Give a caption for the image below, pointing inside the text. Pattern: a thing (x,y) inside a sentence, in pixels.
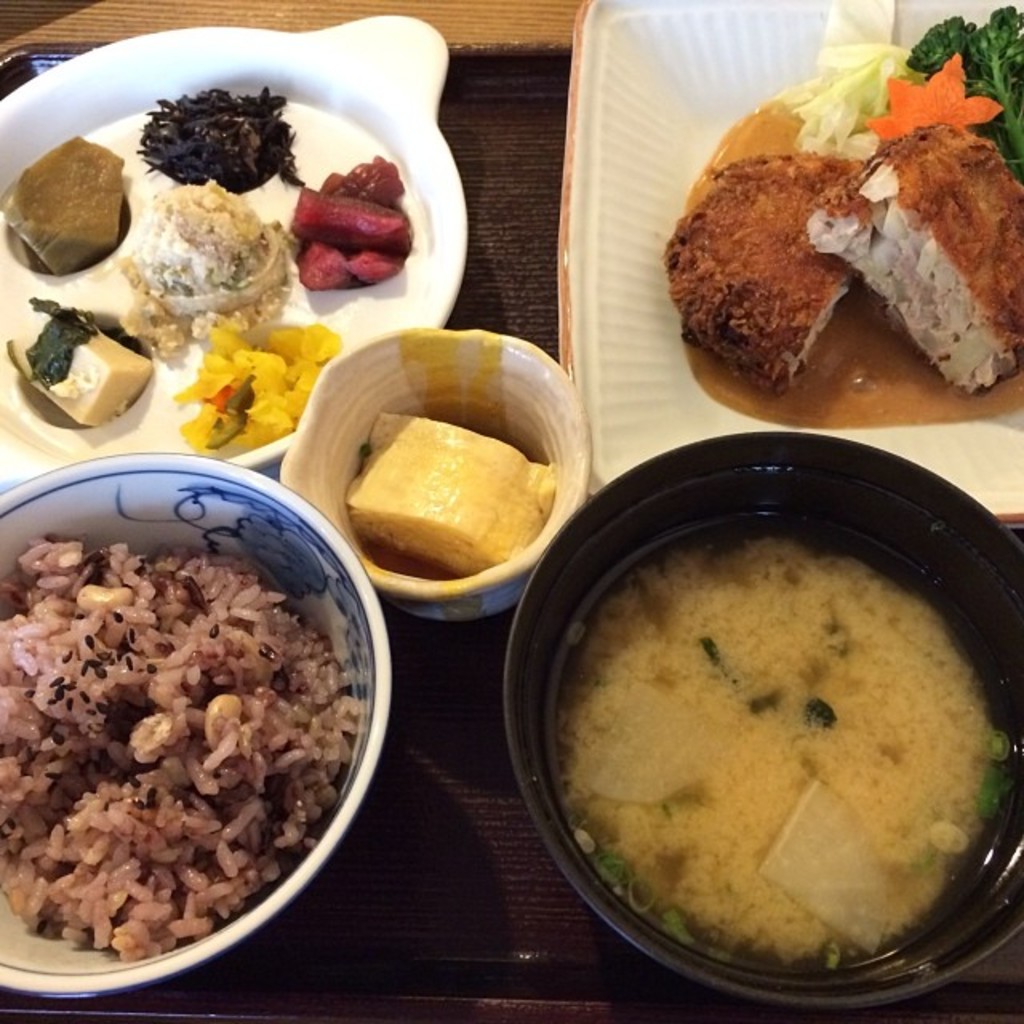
In the picture there are different food items (234,728) and side dishes (196,153) were served on the table (53,22), all these dishes (349,159) were kept in a tray (602,959) and kept on the table (234,14).
